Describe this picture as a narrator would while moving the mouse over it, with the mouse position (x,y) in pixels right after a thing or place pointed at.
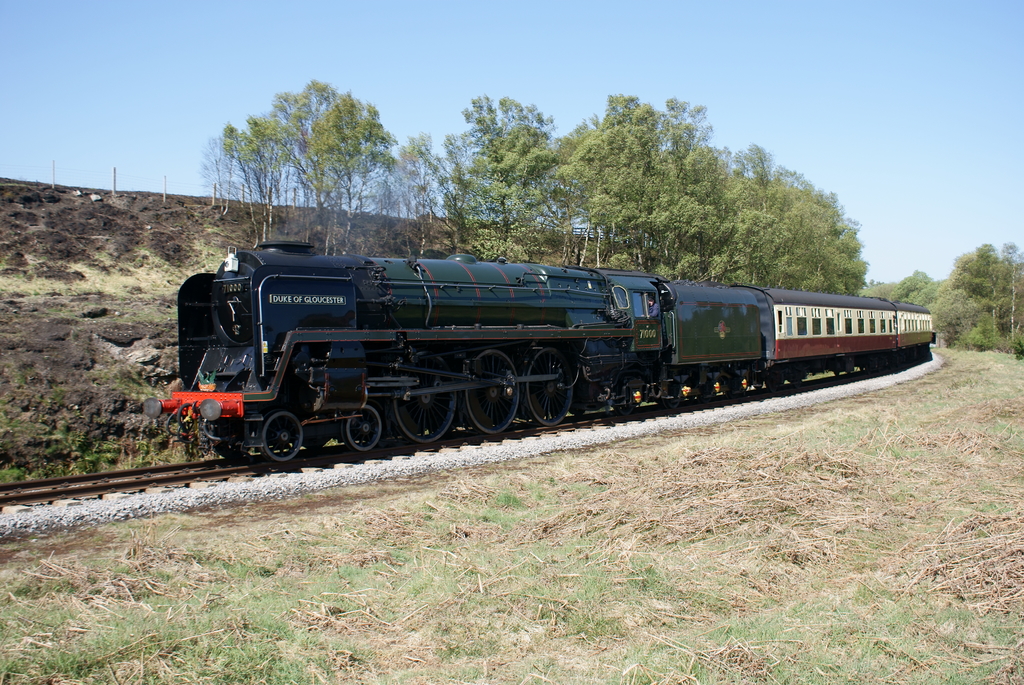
In this picture we can see a train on a railway track (273,488) and in the background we can see trees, sky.
